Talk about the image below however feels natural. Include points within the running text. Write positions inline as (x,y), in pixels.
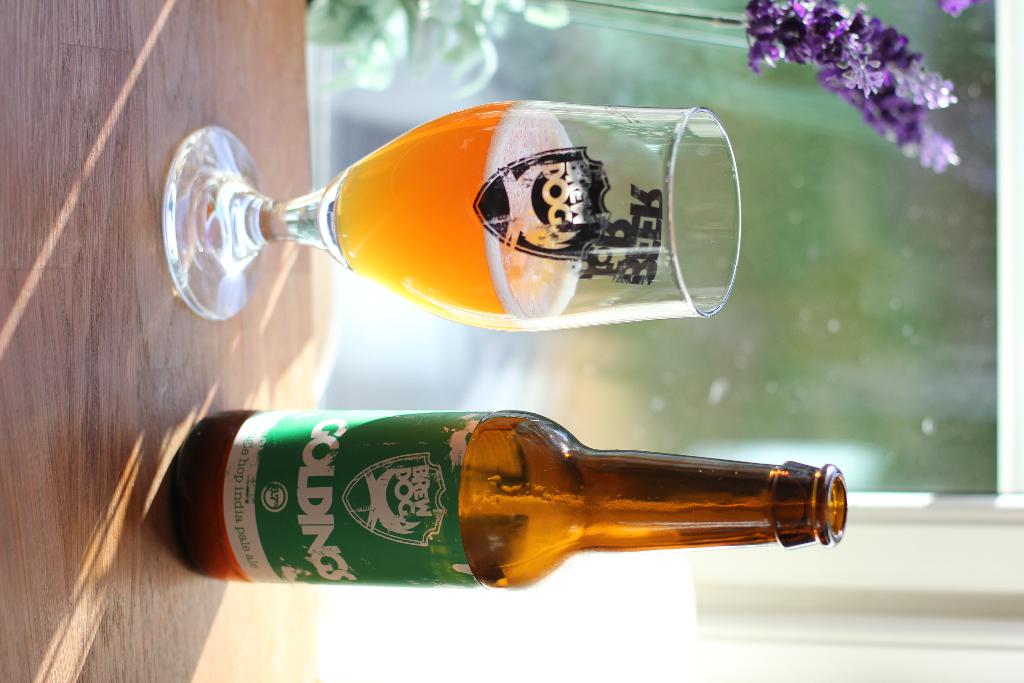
There is a bottle (445,459) and a glass (483,223) both are on the table (90,237). In the glass (433,194) there is a liquid (433,194). There is a violet color flower (841,41) to the top right corner (854,67).
